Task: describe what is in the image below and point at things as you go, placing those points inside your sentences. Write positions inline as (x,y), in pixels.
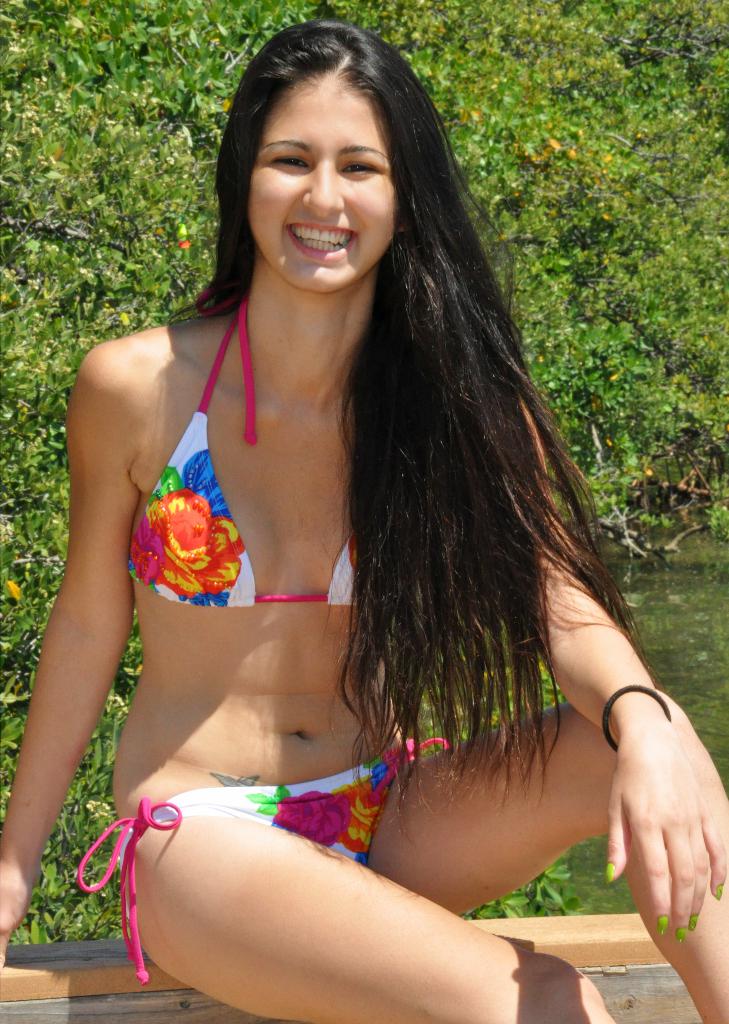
In this image we can see a girl (353,649) wearing bikini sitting on a surface (616,941), behind her we can see water (667,645) and some trees (647,521).
